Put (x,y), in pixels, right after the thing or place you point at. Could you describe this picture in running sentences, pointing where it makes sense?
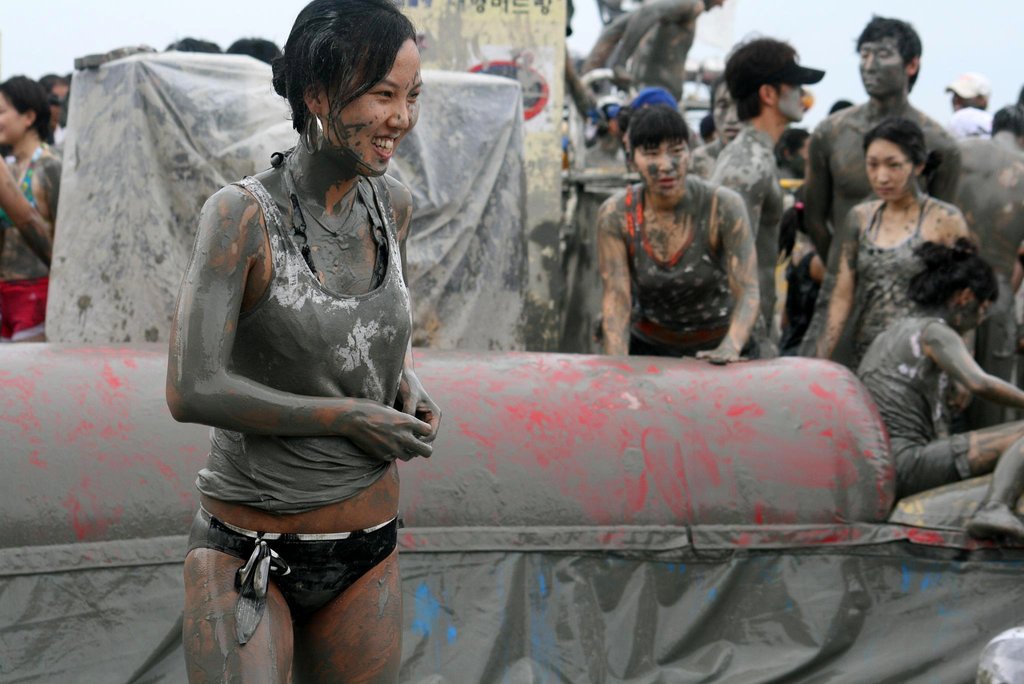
In the image there is a woman (300,103) in tank top (364,397) with mud (385,671) all over her and in the back (795,86) there are many people (25,229) standing with mud (685,228) all over them.
